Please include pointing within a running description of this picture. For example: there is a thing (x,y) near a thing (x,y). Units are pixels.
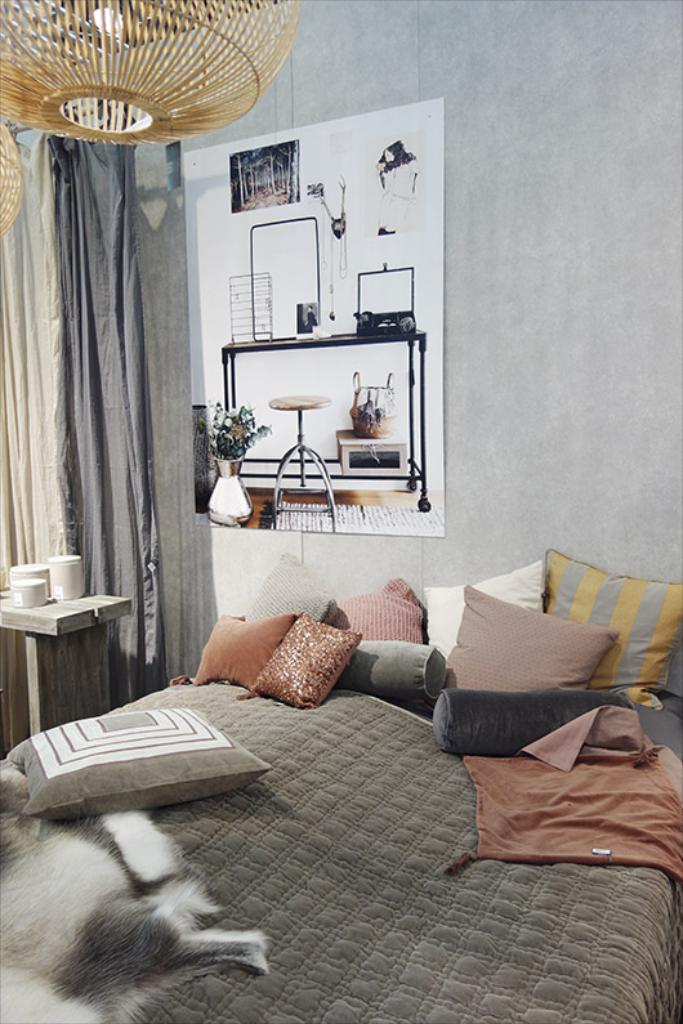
A picture inside of a room (590,284). This is bed (396,800) with bed-sheet (407,1009) and pillows (453,720). A poster (351,424) is on wall (586,270). On this table (100,612) there are cups (57,567). A animal (84,904) is laying on this bed (242,927). This is curtain (66,453).
